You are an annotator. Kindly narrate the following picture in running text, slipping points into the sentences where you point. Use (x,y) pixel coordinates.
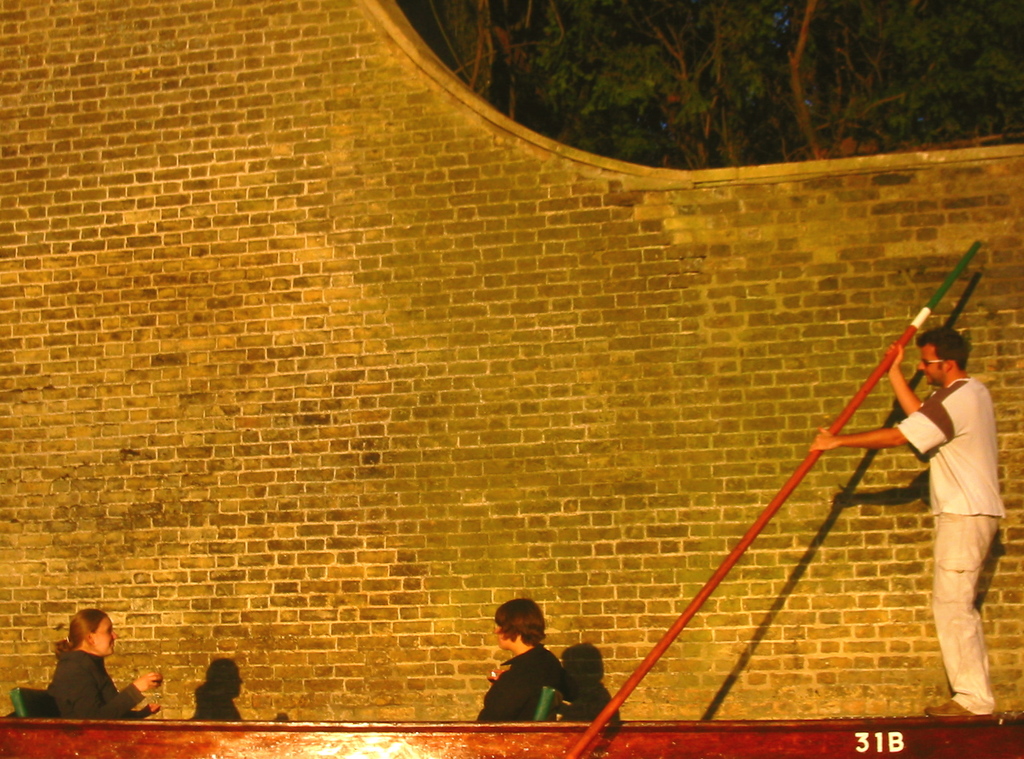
In this image we can see few people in a boat (724,753) and there is a person (945,342) holding a paddle (768,503) and we can see the wall (272,284) and there are some trees (989,53) in the background (987,64).
